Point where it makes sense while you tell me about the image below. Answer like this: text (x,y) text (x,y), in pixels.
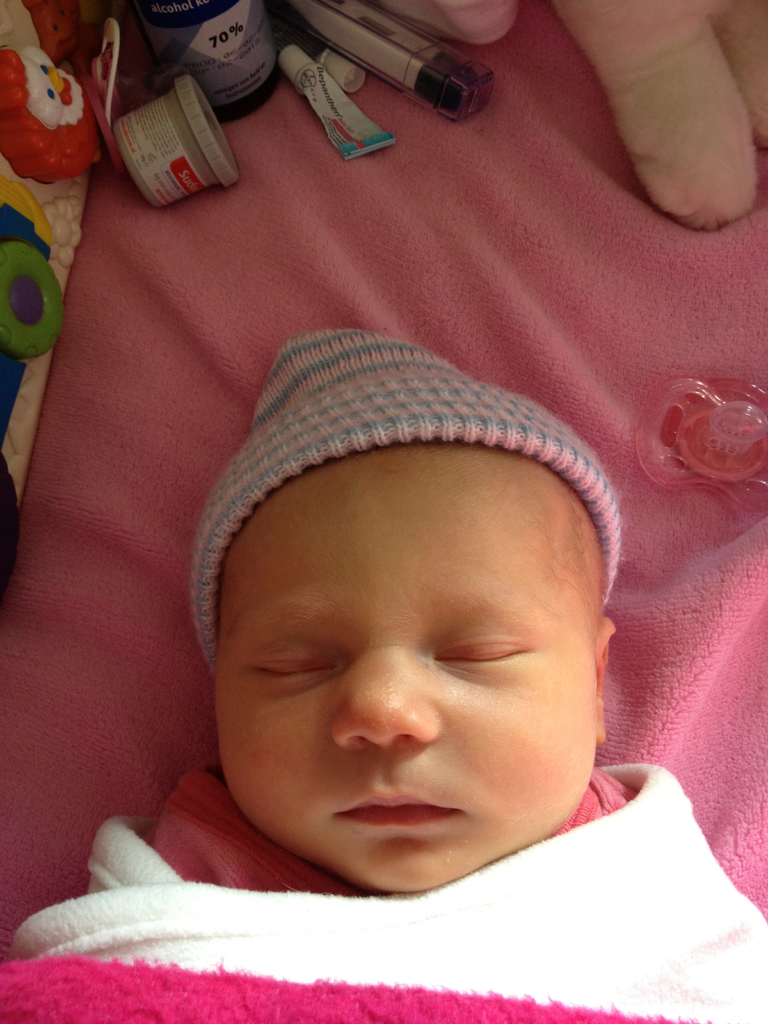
In this picture we can see a baby (436,881) lying on a pink towel (762,578). We can see a white towel (208,963) wrapped around a baby (493,834). There is a pacifier (677,392) on the right side (669,438). We can see a bottle (194,47), tube (352,105), box (225,180), toy (455,36) and other objects (14,259) in the background (317,14).
